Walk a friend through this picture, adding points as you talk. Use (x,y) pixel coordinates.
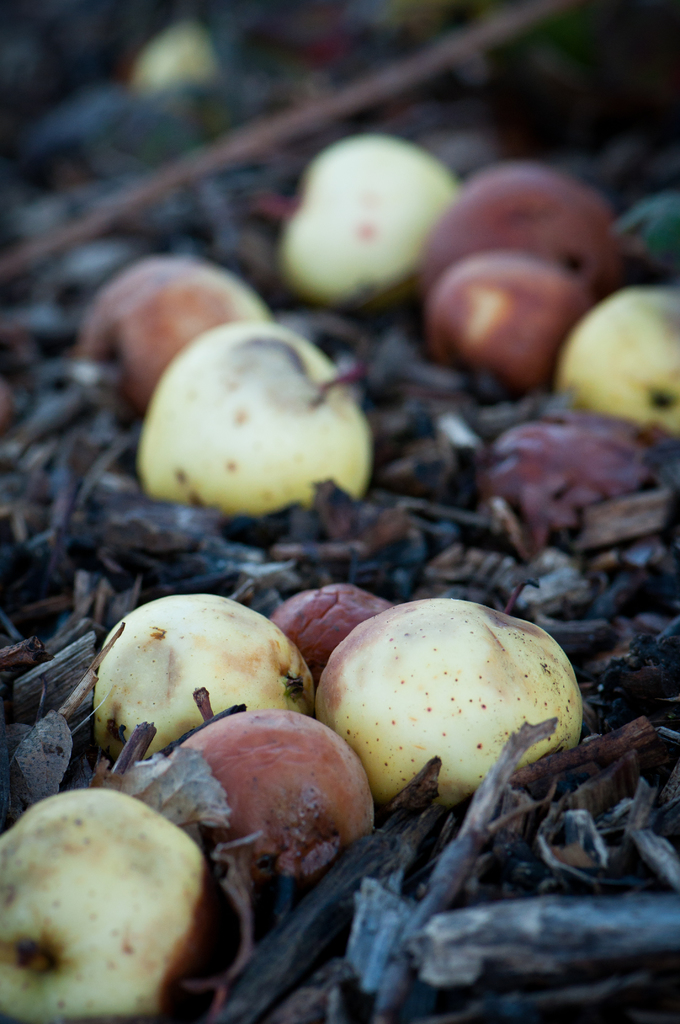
In this picture I can see some fruits (369,771) are on the dry leaves (511,886) and stems (383,997).
